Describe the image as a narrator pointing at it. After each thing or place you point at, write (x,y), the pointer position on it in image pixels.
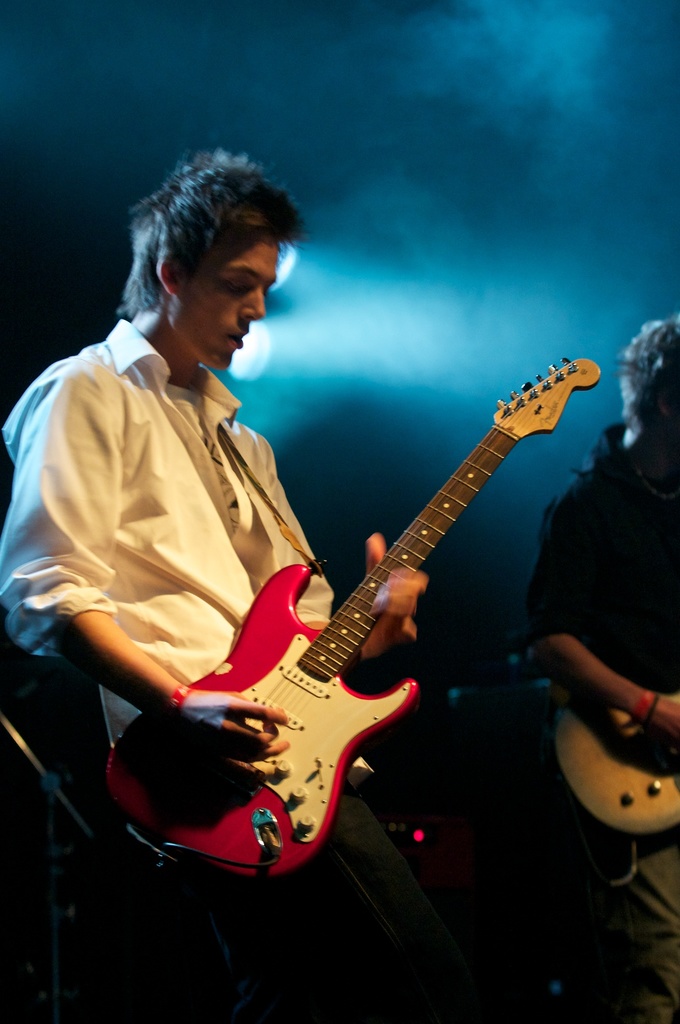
In this image there is a man (182,546) playing a guitar (330,656). There is also a man (574,657) in the right (638,705) with a guitar (642,789). Mike stand (80,822) is visible in the left (49,850).
